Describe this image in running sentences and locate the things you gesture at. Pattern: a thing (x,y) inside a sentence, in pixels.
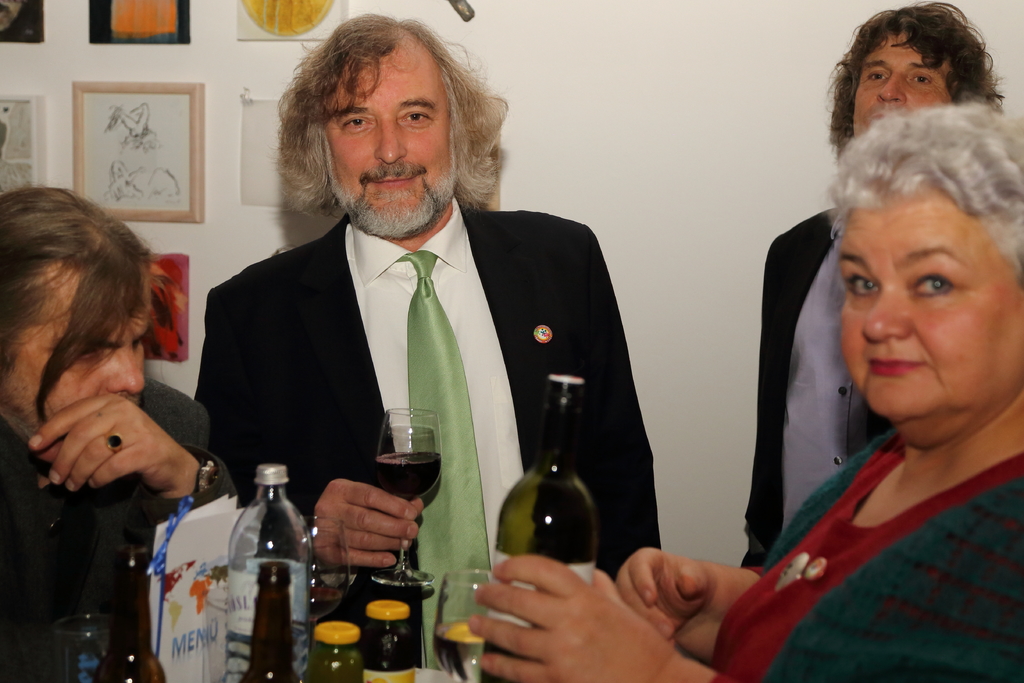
In the image there are four people (917,565). The man (493,529) in the center (436,446) is holding a wine glass (390,453) in his hand (391,525) and the lady (847,567) on the right (847,567) is holding a bottle (571,416) in her hand (553,615). There are bottle (288,599), glasses (471,610), jars (407,622) and menu card (184,587) before them. In the background (167,210) there are frames (124,203) which are placed on the wall (225,212).
